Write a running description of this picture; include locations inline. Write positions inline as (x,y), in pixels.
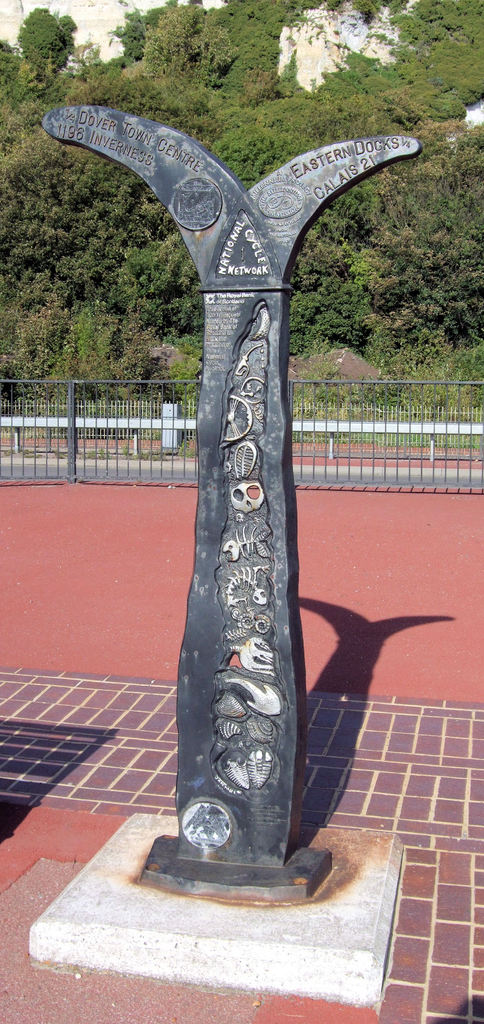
In this image we can see a statue (273,331) with some text (274,816) on it placed on the ground (186,891). In the background (402,410) we can see a barricade (71,426), guardrail (373,428) and group of trees (297,308).
